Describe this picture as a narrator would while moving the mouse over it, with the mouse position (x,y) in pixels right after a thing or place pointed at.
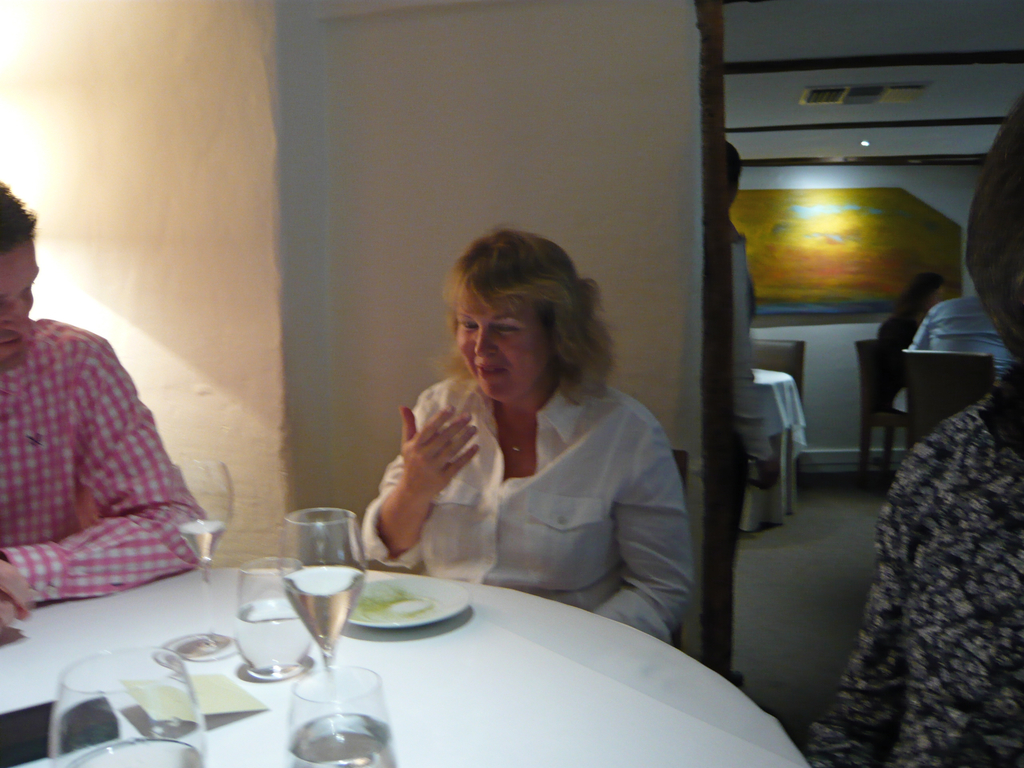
In this image, There is a table (609,721) which is covered by a white cloth (479,703) on that table (250,711) there are some glasses (344,666) and there is a plate (384,614) which is in white color, In the background (373,337) there is a wall (473,133) which is in white color and there is a door (713,179) of brown color.
